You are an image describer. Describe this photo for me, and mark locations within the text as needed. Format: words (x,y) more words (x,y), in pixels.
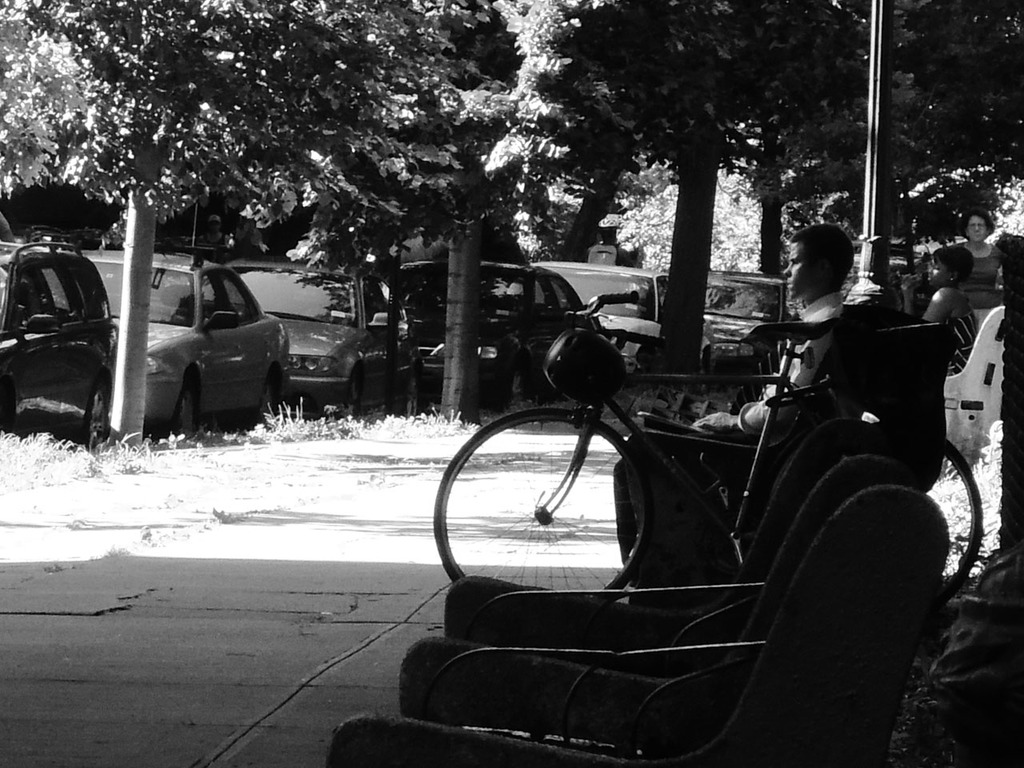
This is the picture of a black and white image and we can see the sidewalk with some people (808,309) and benches (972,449). There is a bicycle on the sidewalk (111,616) and there are some vehicles (2,287) present and we can see the trees (1011,227).
